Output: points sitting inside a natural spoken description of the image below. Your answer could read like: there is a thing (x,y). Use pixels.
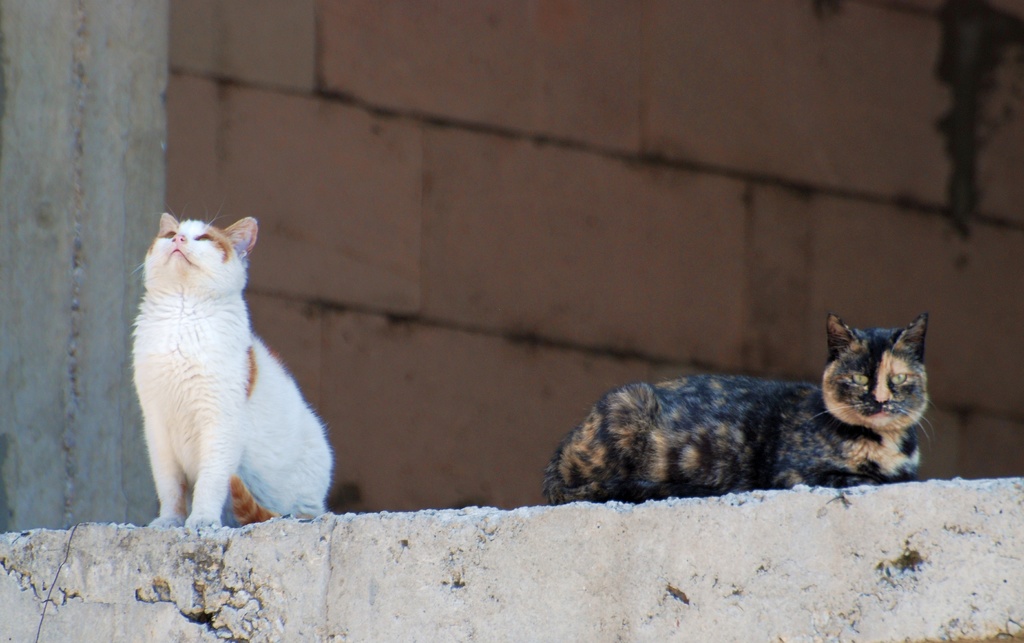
In this image I can see two cats (595,483) on the wall (804,568). They are in white, brown and black color. Background (500,265) is in brown color.
